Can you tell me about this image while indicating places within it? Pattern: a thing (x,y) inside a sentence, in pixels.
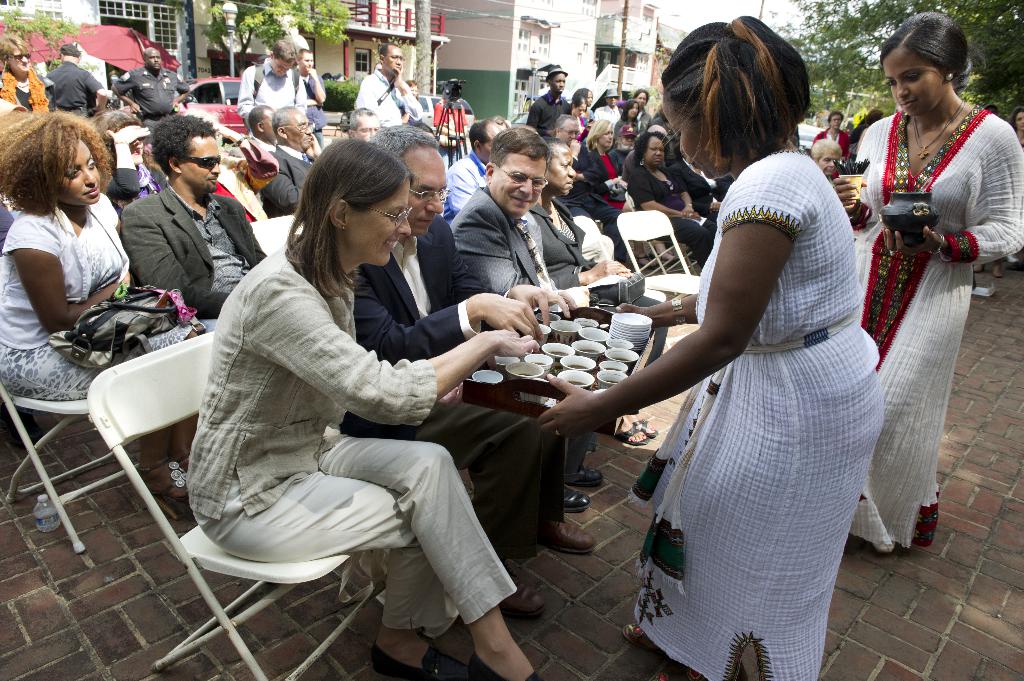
In this image there are group of persons (365,215) sitting on the chairs (651,230) at the right side of the image (771,45) there are two persons (738,172) who are standing and at the background of the image (478,54) there are buildings (469,72), trees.
